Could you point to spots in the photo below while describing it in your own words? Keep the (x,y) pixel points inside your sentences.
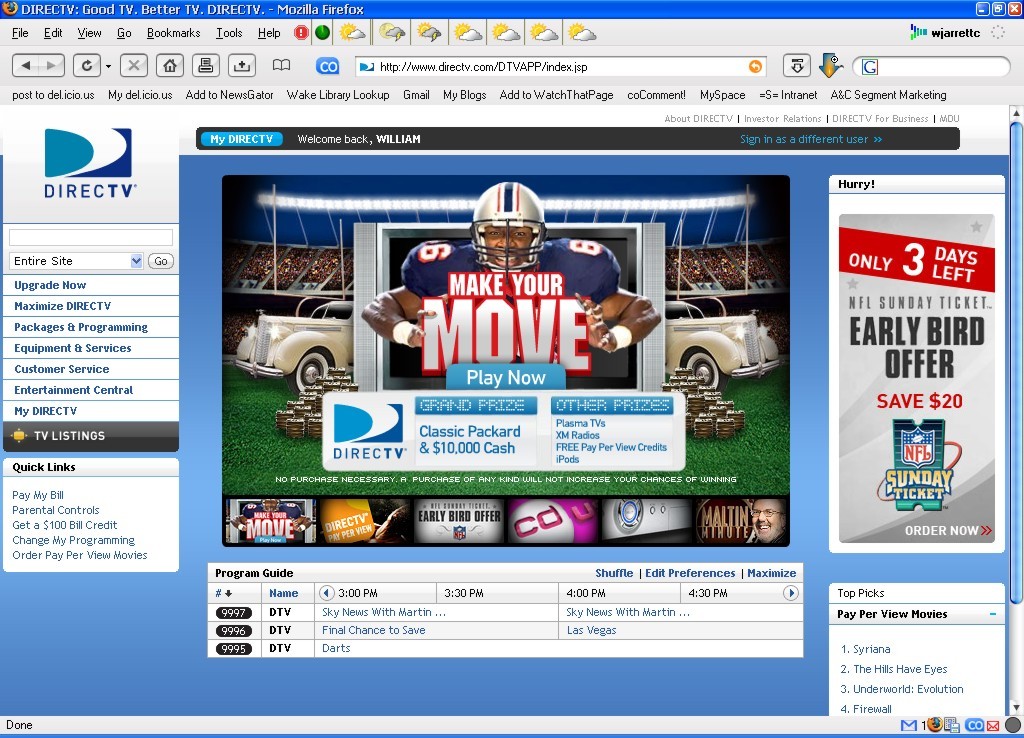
In this image we can see a screenshot (377,182) of a browser (377,182).
